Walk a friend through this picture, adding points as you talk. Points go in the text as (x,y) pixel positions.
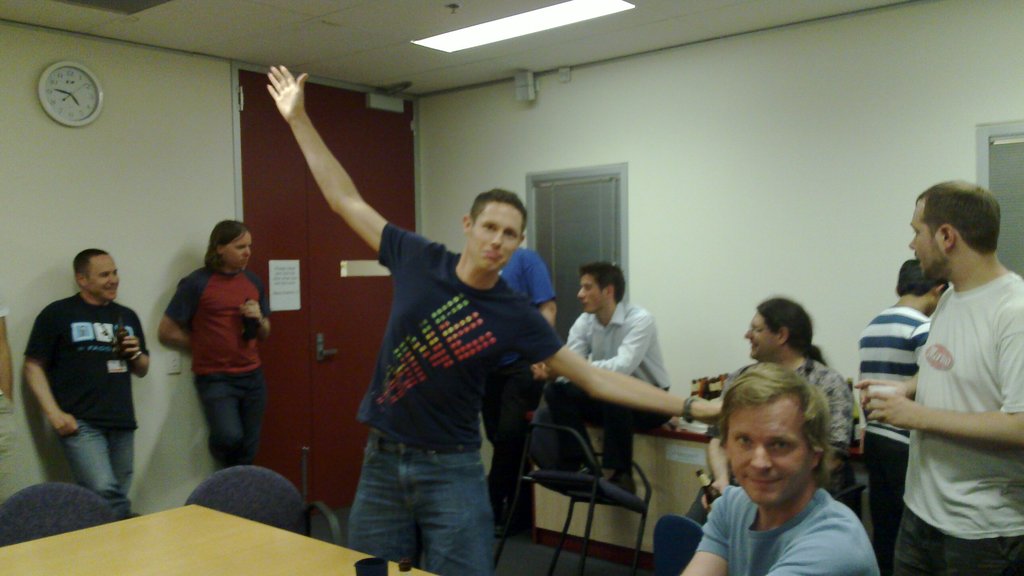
In this image, in the middle (392,364) we can see a man (452,390) standing, on the right side (817,544) there is a man (788,544) sitting on a chair (693,539), we can see some people (88,360) standing, we can see the walls (493,121) and a door (302,331), on the left side (69,84) top there is a clock (60,93) on the wall (13,158), at the top (324,31) we can see the roof (374,25).
